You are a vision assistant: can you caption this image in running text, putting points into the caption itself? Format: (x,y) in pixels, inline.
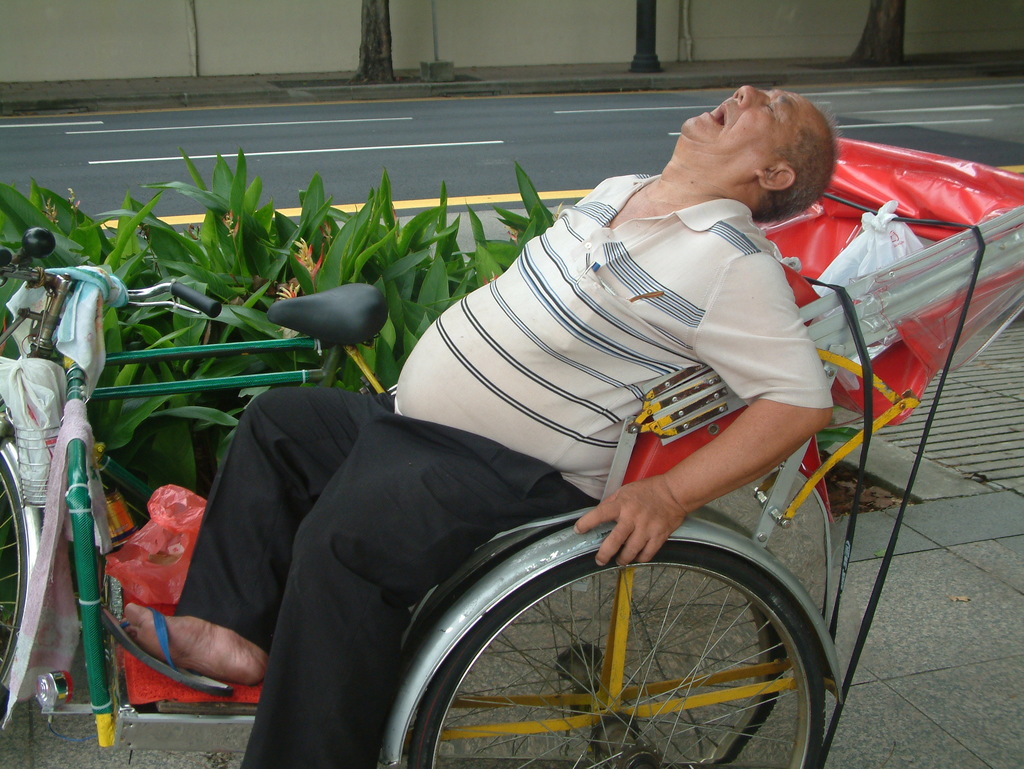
In this image a person (530,384) is sitting in a vehicle (524,565) having few bags (869,258) on it. Behind the vehicle (518,577) there are few plants (229,297). The vehicle (530,583) is on the pavement (986,659). Behind the plants (382,181) there is a road (419,180). Top of the image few tree trunks (375,65) are on the pavement (483,92). Behind there is a wall (198,67).
